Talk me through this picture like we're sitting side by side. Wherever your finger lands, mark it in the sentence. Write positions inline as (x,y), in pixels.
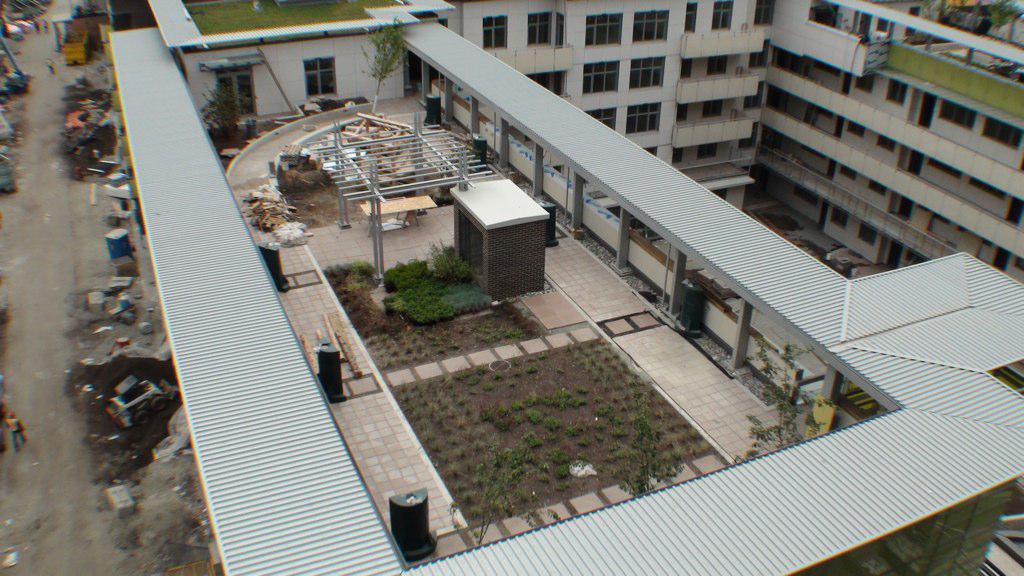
In this picture there is a roof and there are few plants (436,263) and some other objects (381,127) in between it and there is a building (775,86) in the right corner (842,83) and there are few people (17,425) and some other objects (115,255) in the left corner (21,444).
